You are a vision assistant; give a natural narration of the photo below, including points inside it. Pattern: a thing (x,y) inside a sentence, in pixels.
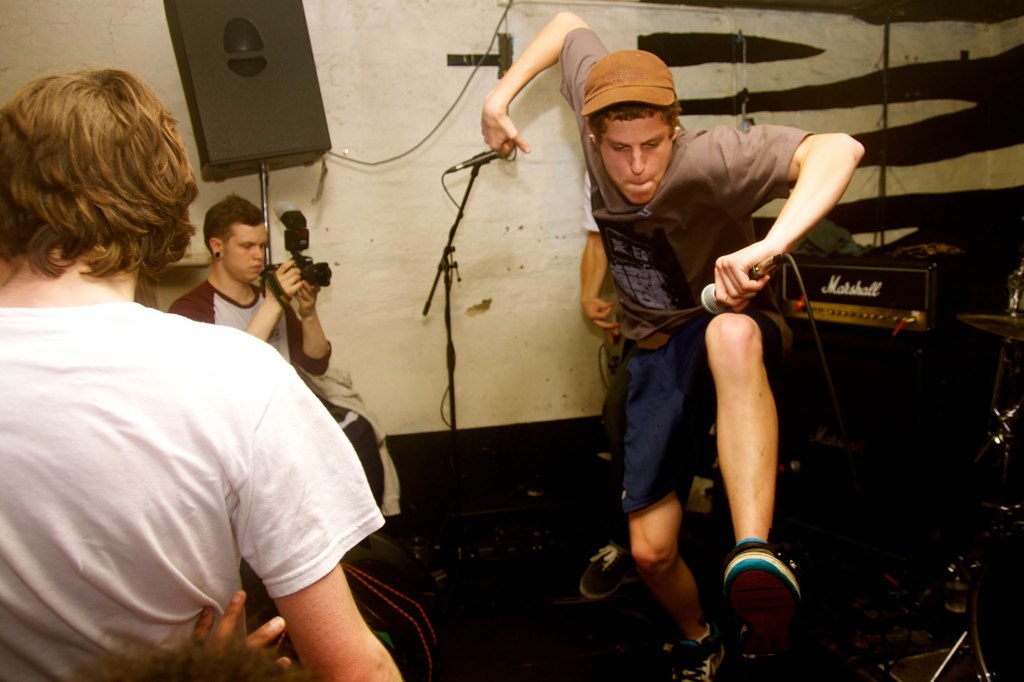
This picture is clicked inside the room (963,66). On the left (137,283) we can see the two people (82,435) seems to be standing and we can see a person (254,293) holding a camera (323,268) and sitting. On the right (737,264) there is a person (649,183) wearing t-shirt (694,188), cap (663,101), holding the microphones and seems to be jumping. In the background (429,175) we can see the wall (460,160), microphone (477,160) attached to the stand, a person (584,303) standing on the ground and we can see the musical instruments (917,340) and some other objects (502,534).
